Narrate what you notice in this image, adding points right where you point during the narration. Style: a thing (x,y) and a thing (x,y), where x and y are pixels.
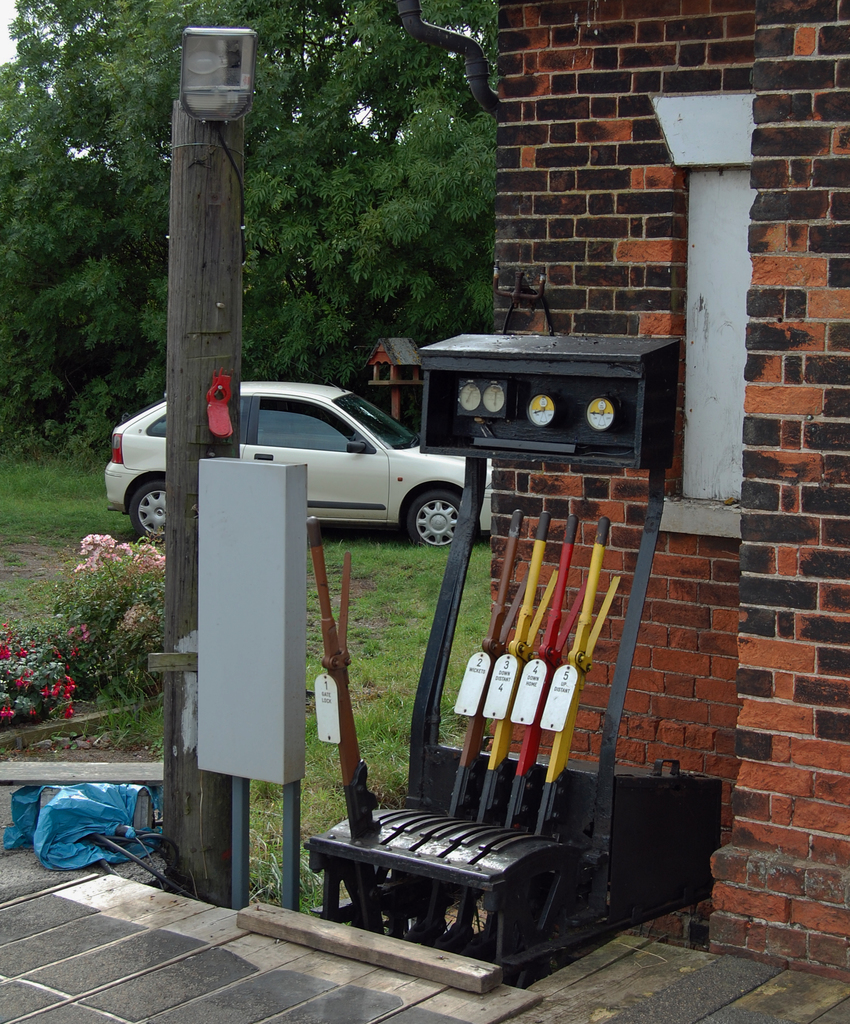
In this image there is a vehicle (342,427) on the grassland (378,575). Left side (36,679) there are plants (97,623) having flowers (137,571) and leaves (60,630). There is a pole (196,670). Beside there is an object (417,743) having a meter indicator (602,425). Right side (792,499) there is a house (623,272). Background (41,65) there are trees (1,87). There are objects (46,860) on the floor (194,974).
